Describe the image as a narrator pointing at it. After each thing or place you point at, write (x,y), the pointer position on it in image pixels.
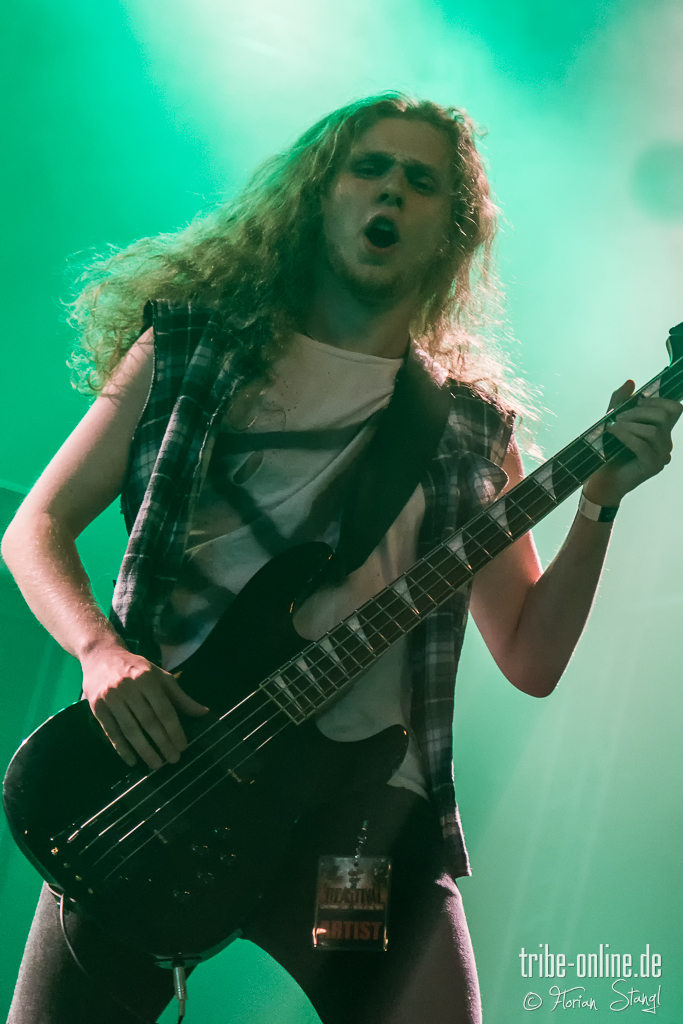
In this image we can see there is a person (375,323) singing and playing a guitar (288,677). And at the back (344,50) there is a green background (80,97).
